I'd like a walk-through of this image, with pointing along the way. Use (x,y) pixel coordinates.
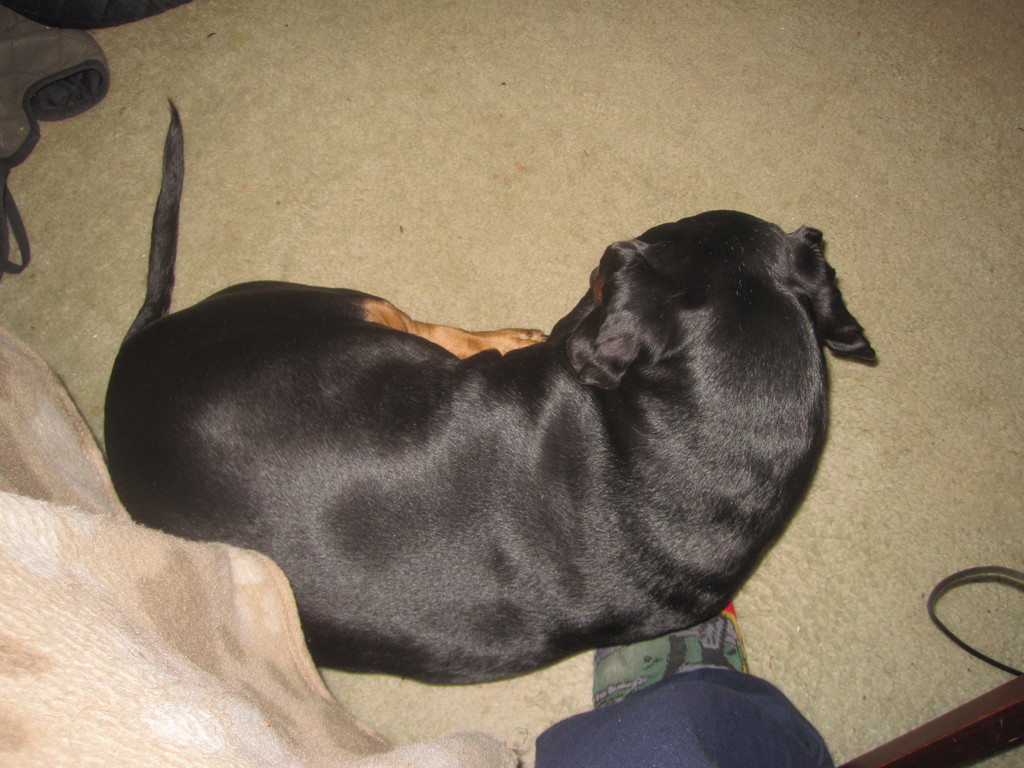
In this image on the floor (205,248) there is a dog (672,335) and a carpet (402,171). in the bottom left (91,699) there is a blanket (126,714). In the bottom (650,706) we can see a person's leg (669,706).
